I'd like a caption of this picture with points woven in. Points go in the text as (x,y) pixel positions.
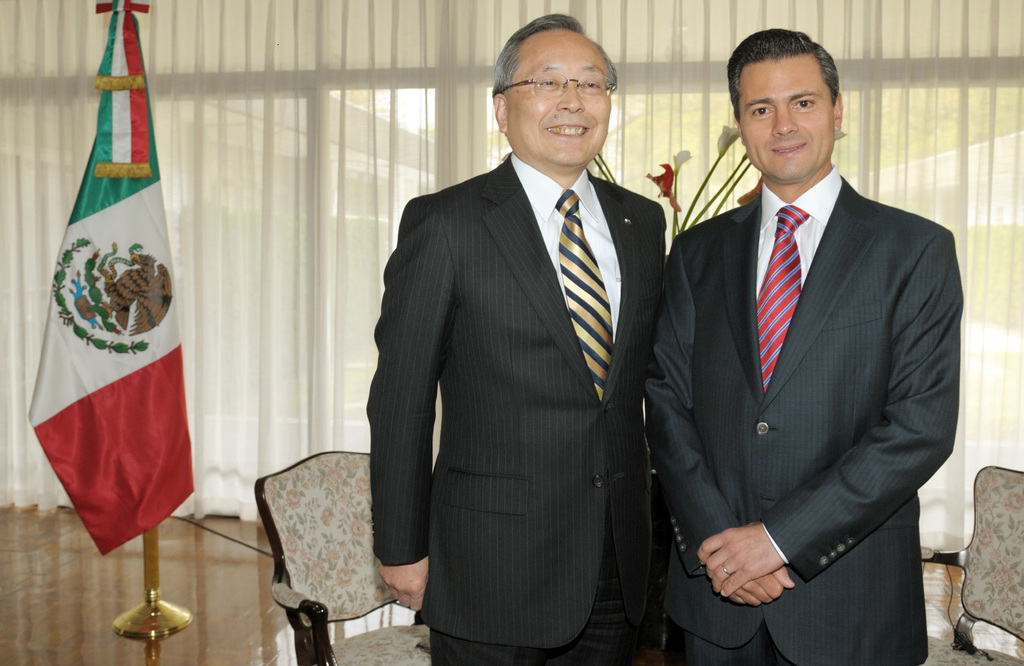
In the right (902,623) two person (890,628) are standing in grey and black color suit (605,489) and having a smile on their face (775,169). In the left (132,272) flag (129,350) is visible. In the background (243,365) window (168,214) is visible on which curtain (743,11) is there of white color. At the bottom (319,551) two chairs (342,574) are visible. This image is taken inside a hall (242,629).
